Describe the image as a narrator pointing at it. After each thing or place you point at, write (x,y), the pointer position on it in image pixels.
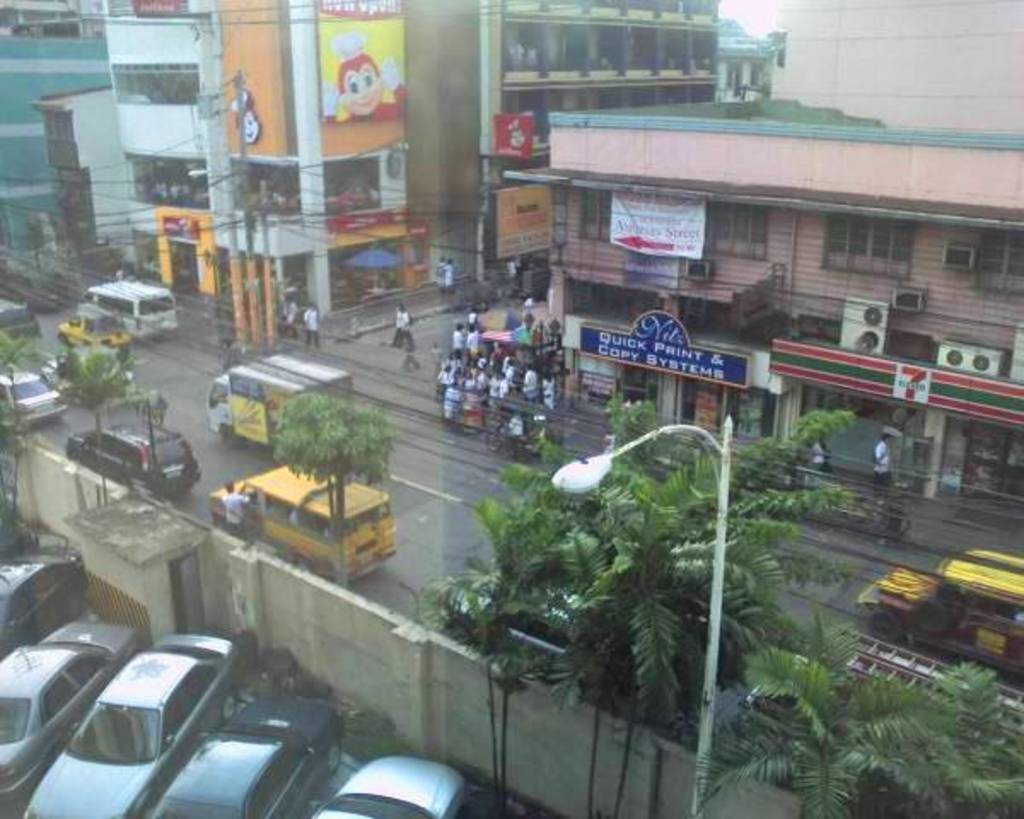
In this picture there are few cars (193,728) and trees (377,436) in the left corner (141,719) and there is a fence wall (461,646) beside it and there are few vehicles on the road (825,621) and there are buildings (333,198) and few people (530,365) in the background (588,286).
